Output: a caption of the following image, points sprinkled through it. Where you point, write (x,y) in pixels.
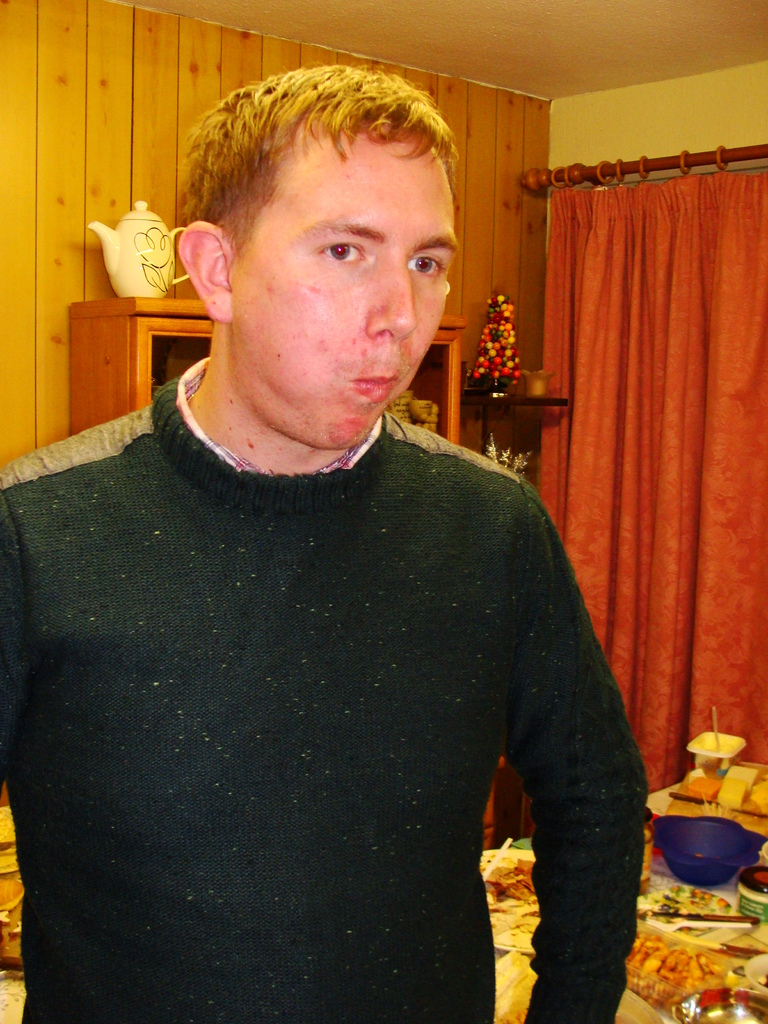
This is the man (220,649) standing. He wore a sweater (262,538). This looks like a wooden rack (133,329). I can see a kettle (138,267), which is placed above the wooden rack (176,310). I can see a table (697,846) with a bowl (714,851), knife (683,914), plate (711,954) and few other things (664,961) on it. This is a curtain (624,185) hanging to the hanger (569,173).
